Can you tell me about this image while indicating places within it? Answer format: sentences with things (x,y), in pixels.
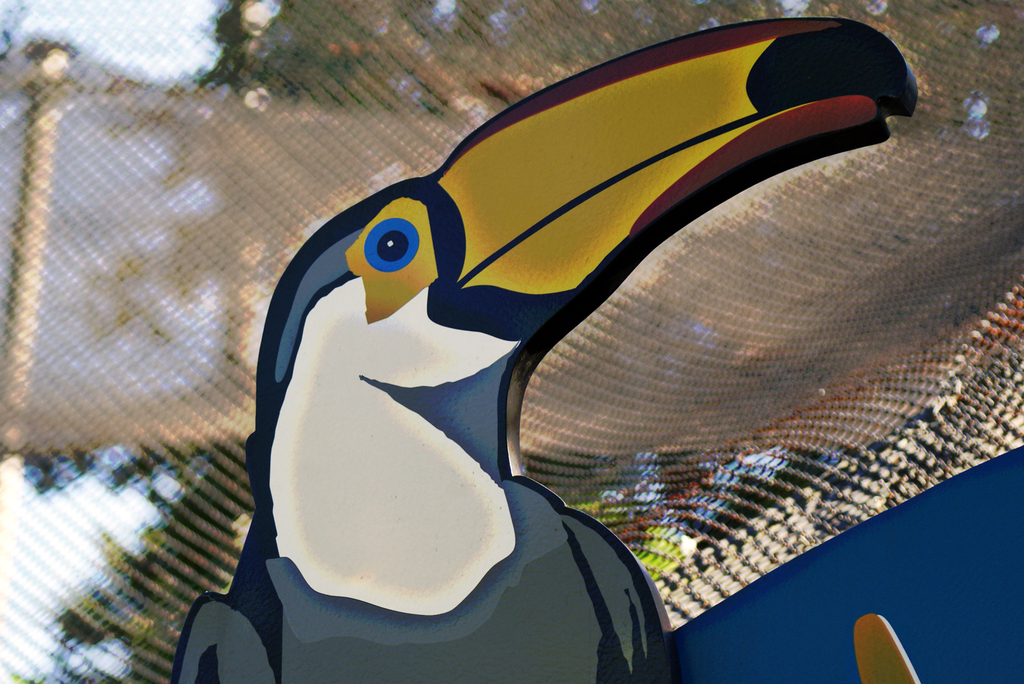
In this image we can see the close view of a bird (453,457) and the background (736,390) is blurred.
